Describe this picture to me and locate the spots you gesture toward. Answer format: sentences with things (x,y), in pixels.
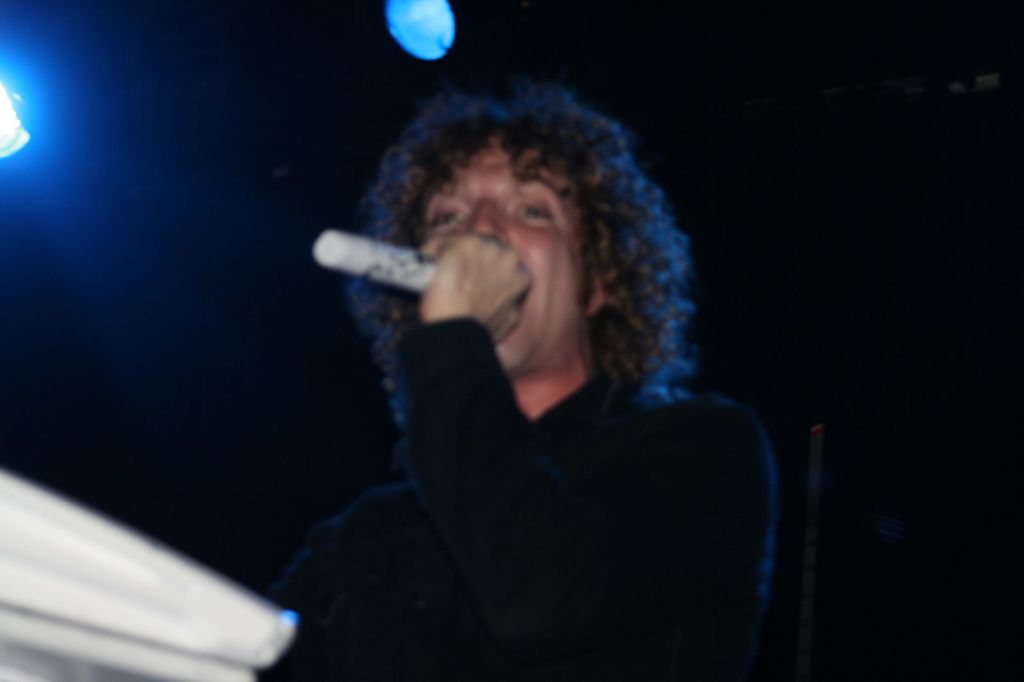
In this image a person (369,654) is holding a mike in his hand (488,295). Top of image (385,13) there are few lights (439,23).
